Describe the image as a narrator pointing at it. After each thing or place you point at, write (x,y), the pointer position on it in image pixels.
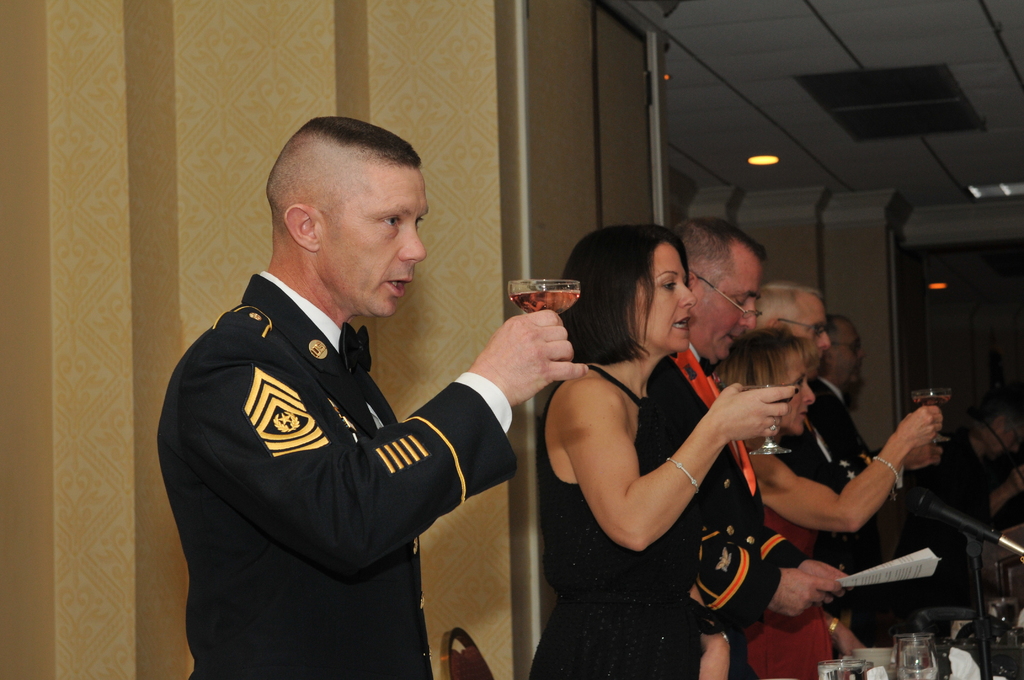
In this image we can see a few people (613,287) standing and holding drink glasses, we can see the microphone (938,509), wall (473,61), ceiling (877,40) with the lights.
